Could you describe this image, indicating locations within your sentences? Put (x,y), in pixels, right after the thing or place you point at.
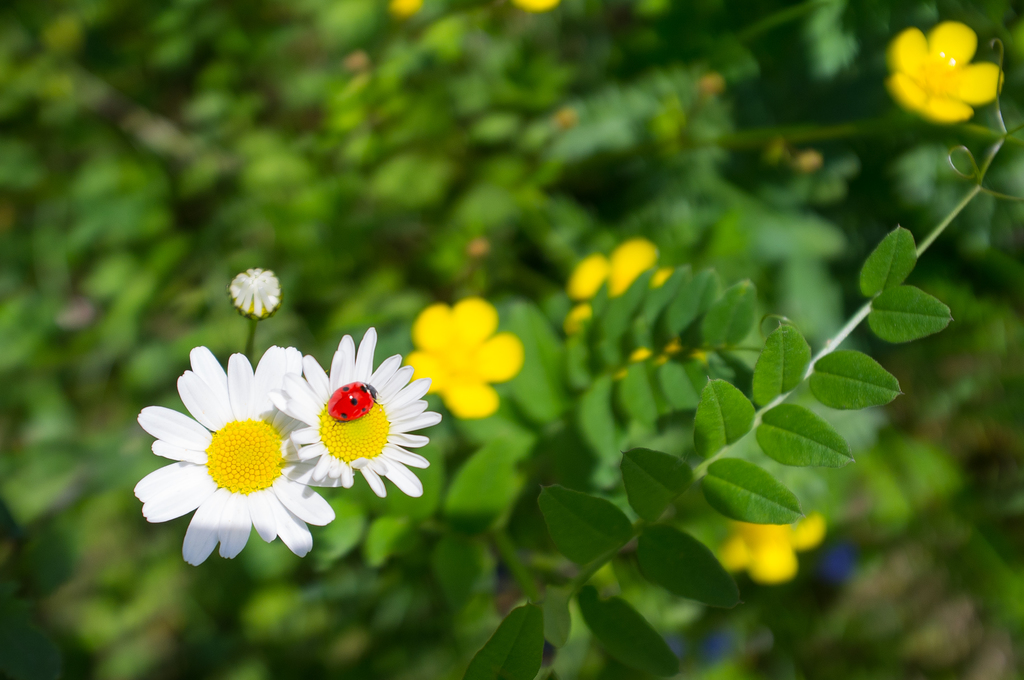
This image consists of a plant (594,506). It has flowers (291,536). On one flower (403,416) there is a bug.
